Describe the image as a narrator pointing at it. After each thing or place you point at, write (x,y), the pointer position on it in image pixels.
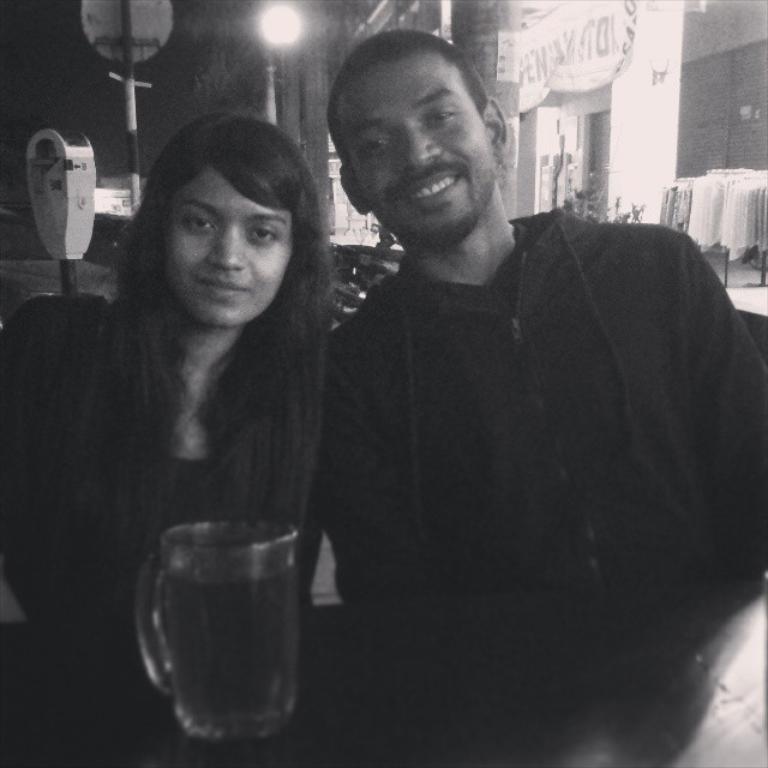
This is of a black and white image. Here is the woman (179,371) and man (444,415) sitting and smiling. I can see a glass jug (224,628) placed on the table (424,726). At background (271,46) this looks like a light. Here I can see a kind of clothes (721,204) hanging. This looks like a banner (596,43). These are the poles (125,33).
